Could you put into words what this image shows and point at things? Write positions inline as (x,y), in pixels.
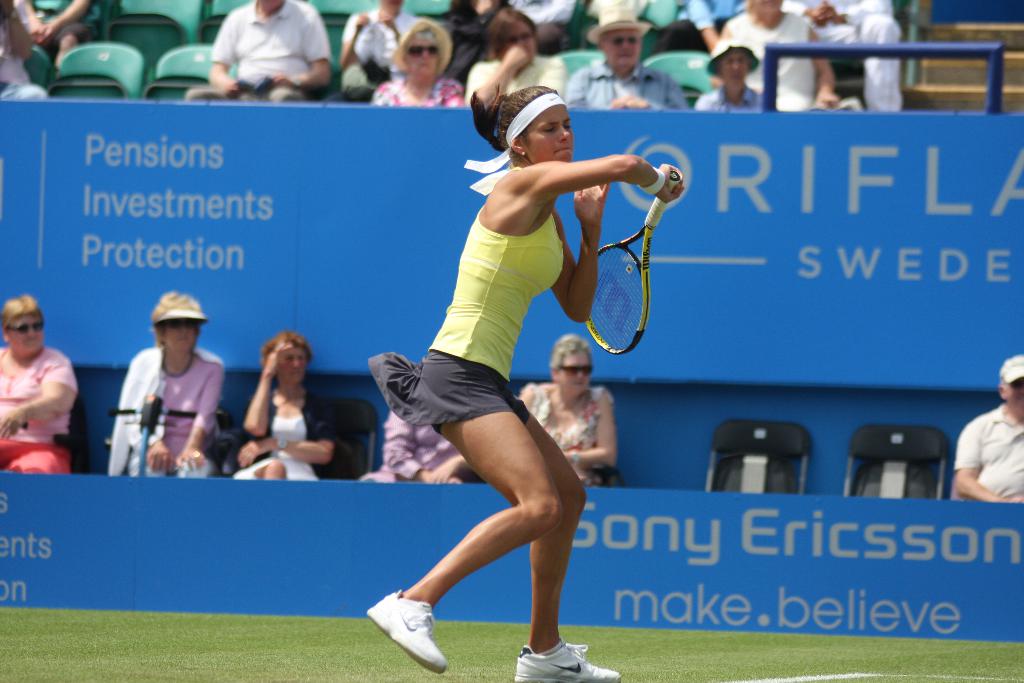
A lady (511,294) with yellow color top (514,284) is running. She is holding a racket (604,304) in her hand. She is in the court (450,624). She is wearing white shoes (403,607). In the background (529,621) there is a blue poster (260,578) and some people (49,381) are sitting. And to the top (624,92) there are some people (547,42) sitting.
